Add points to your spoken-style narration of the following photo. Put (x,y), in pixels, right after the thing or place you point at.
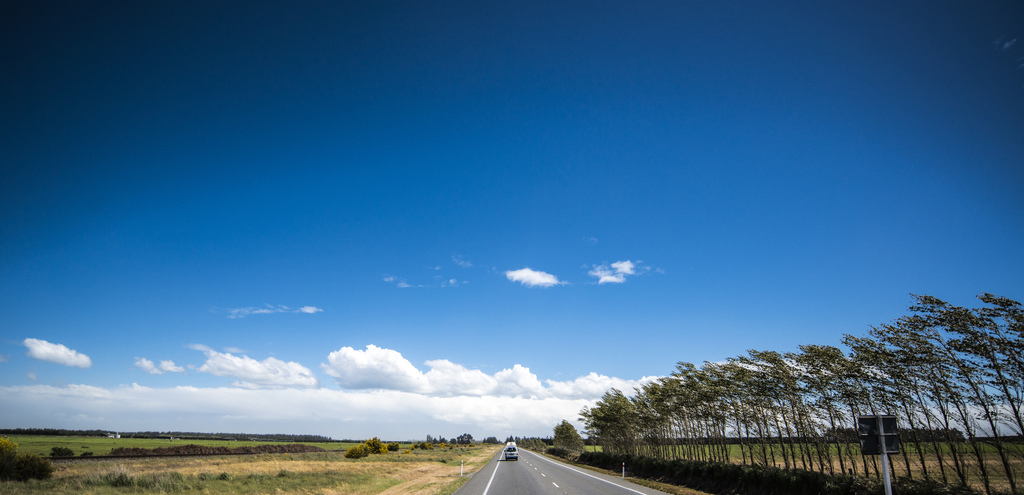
In this image, I can see a vehicle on the road (504,483). There are trees (744,430) and plants (767,466). In the bottom right side of the image (881,438), I can see a board (865,447) to a pole (890,485). In the background (448,405), there is the sky (294,292).
